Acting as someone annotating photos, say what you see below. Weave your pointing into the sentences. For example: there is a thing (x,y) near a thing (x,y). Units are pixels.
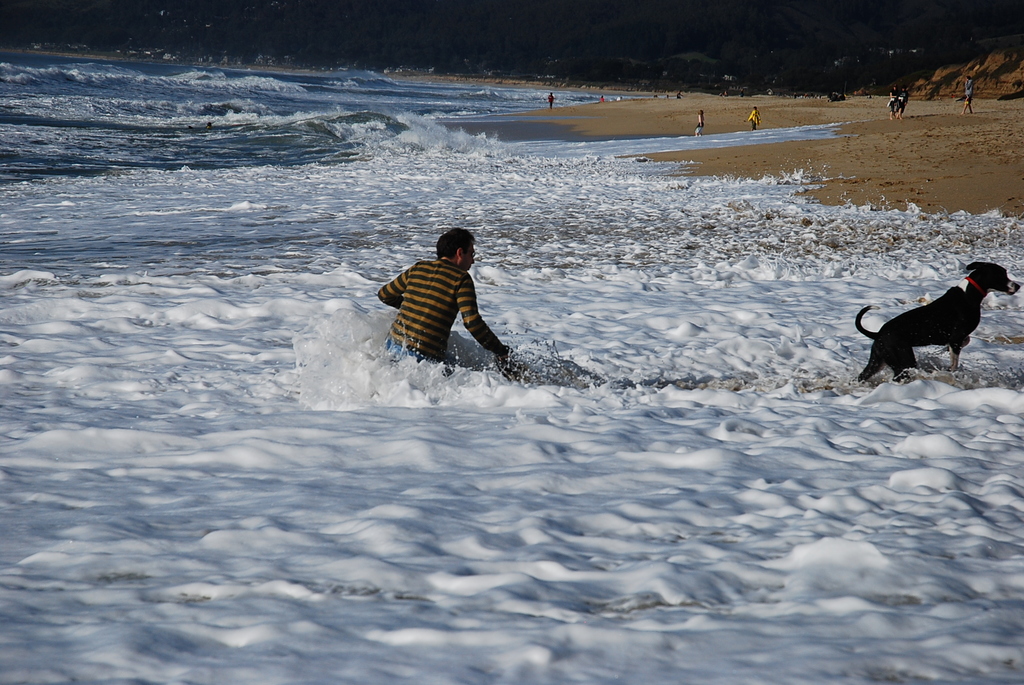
This is a picture clicked in a beach (936,202). In the foreground of the picture (520,464) there is water (409,469), in the water (409,469) there is a person (449,282) and a dog (954,302). In the center of the picture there are people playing in sand (892,134). At the top (357,49) there are trees (465,37). On the left (149,215) it is water (108,231).
